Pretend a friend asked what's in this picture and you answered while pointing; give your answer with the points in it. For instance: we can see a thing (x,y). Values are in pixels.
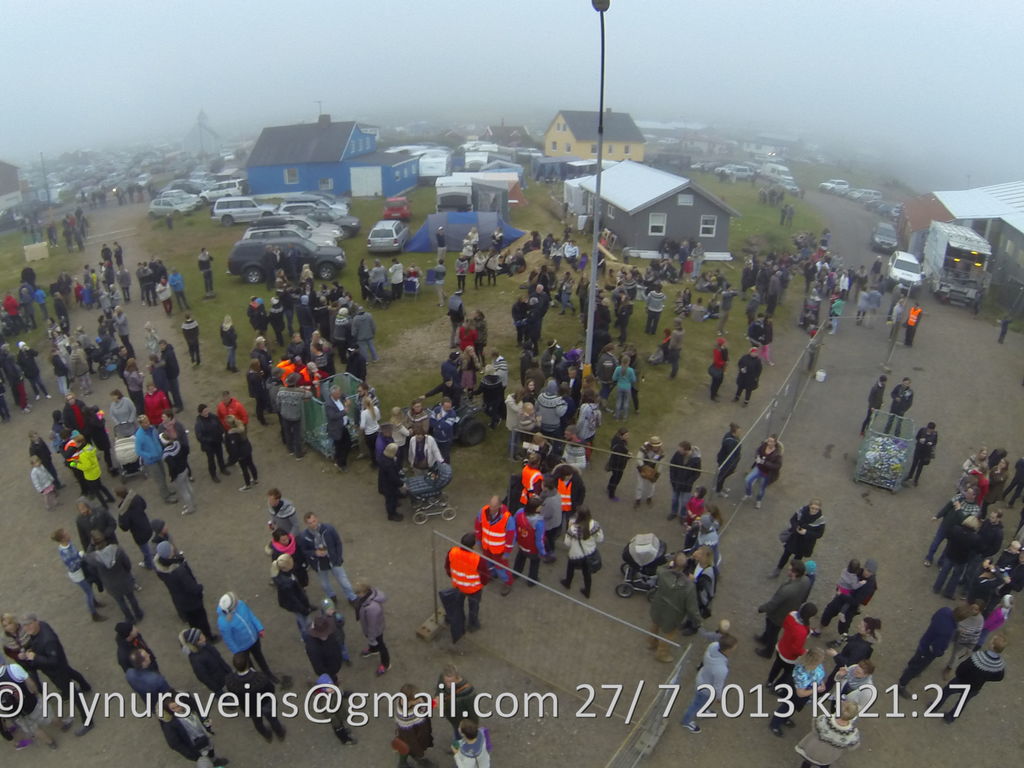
In this image we can see these people (800,636) are standing on the ground (125,484), we can see barrier gates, light poles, vehicles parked here, we can see houses (973,191) and fog (494,118) in the background (628,55). Here we can see the watermark (398,697) at the bottom of the image (21,701).
